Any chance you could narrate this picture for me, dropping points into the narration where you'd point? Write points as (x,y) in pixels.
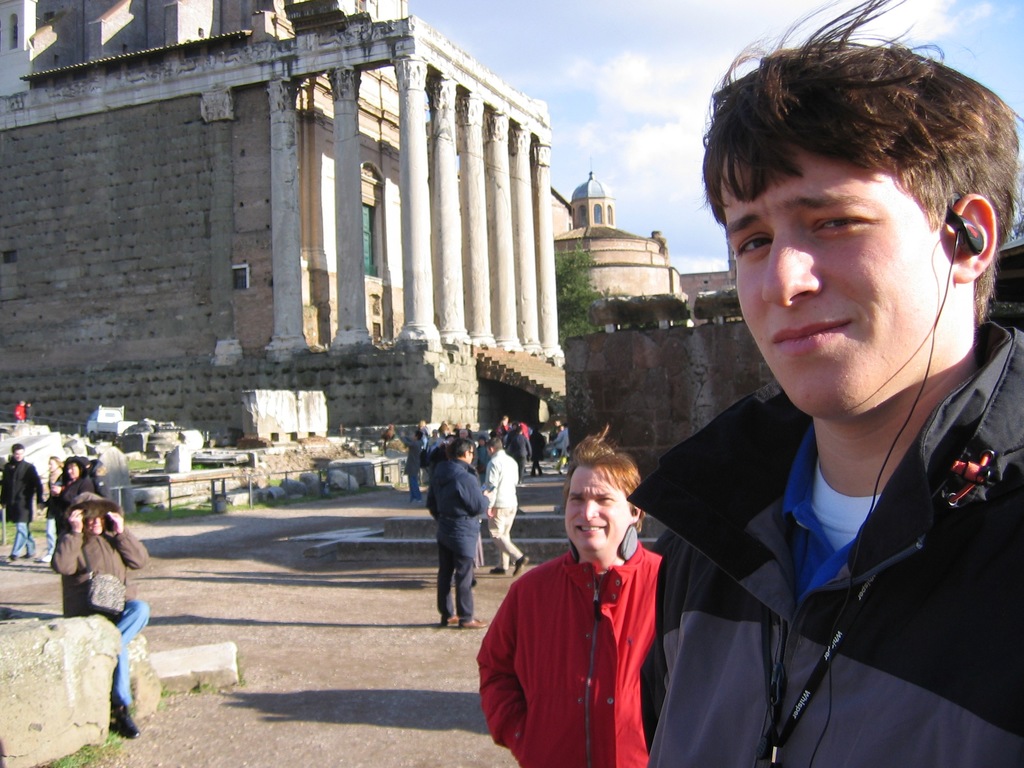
In this picture we can see groups of people (61,494) on the walkway (434,637). Behind the people (72,510), there are buildings (539,233), a tree (571,264) and the sky (693,48). On the left of the image (100,683), there are rocks (28,686).
